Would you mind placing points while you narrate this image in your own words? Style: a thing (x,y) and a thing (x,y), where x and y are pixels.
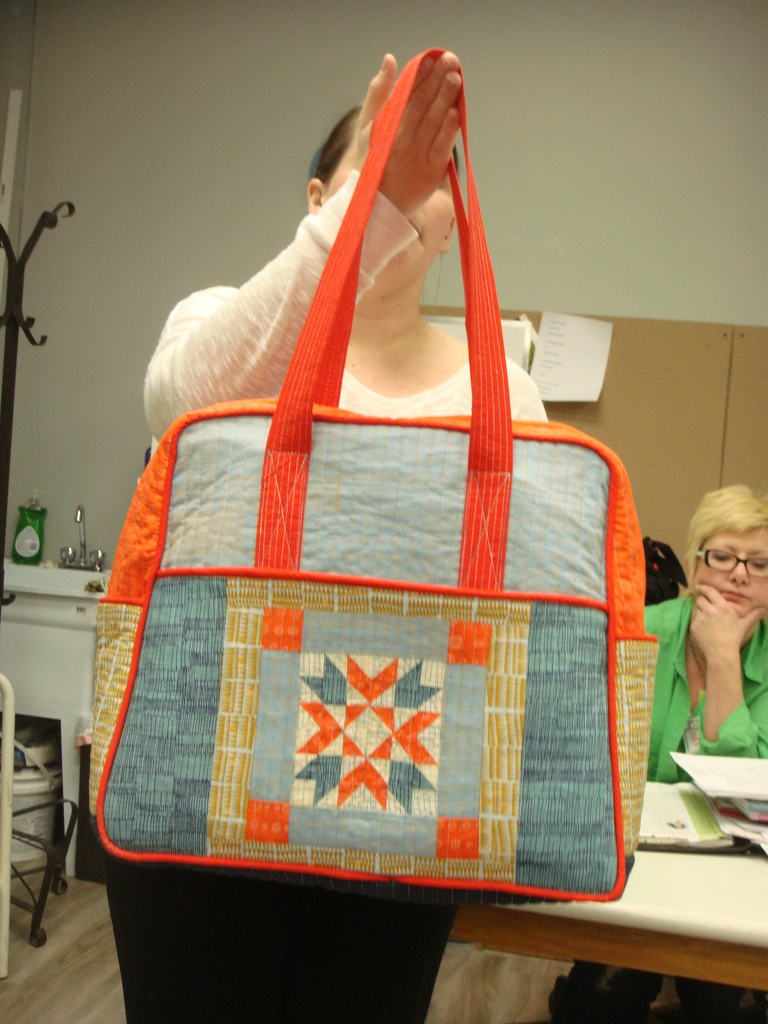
In the foreground (369,662) a woman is standing and holding a hand bag (413,526) in her hand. In the right bottom (673,738) a woman (755,519) is sitting on the chair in front of the table (721,884) on which books (709,826) are there. The background (665,164) is of white in color. On left side (4,619) a table (11,609) is there and a wash basin (58,617) is there on which a bottle (35,541) is kept on that. And papers (570,363) are visible. This image is taken inside a room (388,692).
